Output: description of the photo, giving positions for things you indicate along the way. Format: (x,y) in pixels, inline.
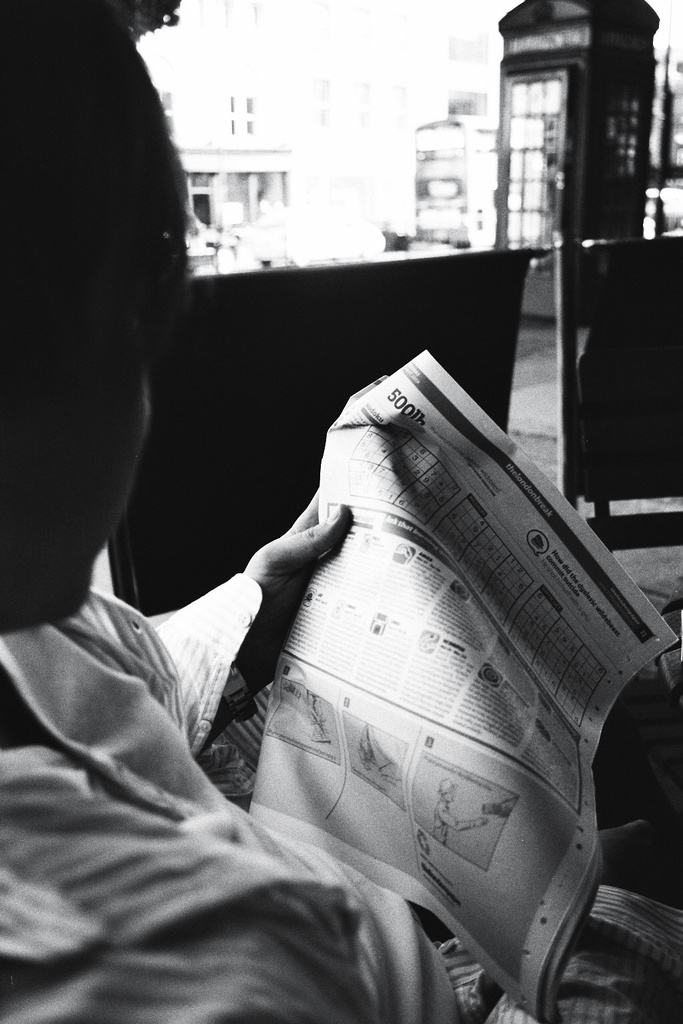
In this picture we can see a person (129,736) is holding a paper (448,718) in the front (487,617), in the background (275,24) there is a building (269,135), on the right side (579,140) it looks like a telephone booth (572,135), it is a black and white image.
